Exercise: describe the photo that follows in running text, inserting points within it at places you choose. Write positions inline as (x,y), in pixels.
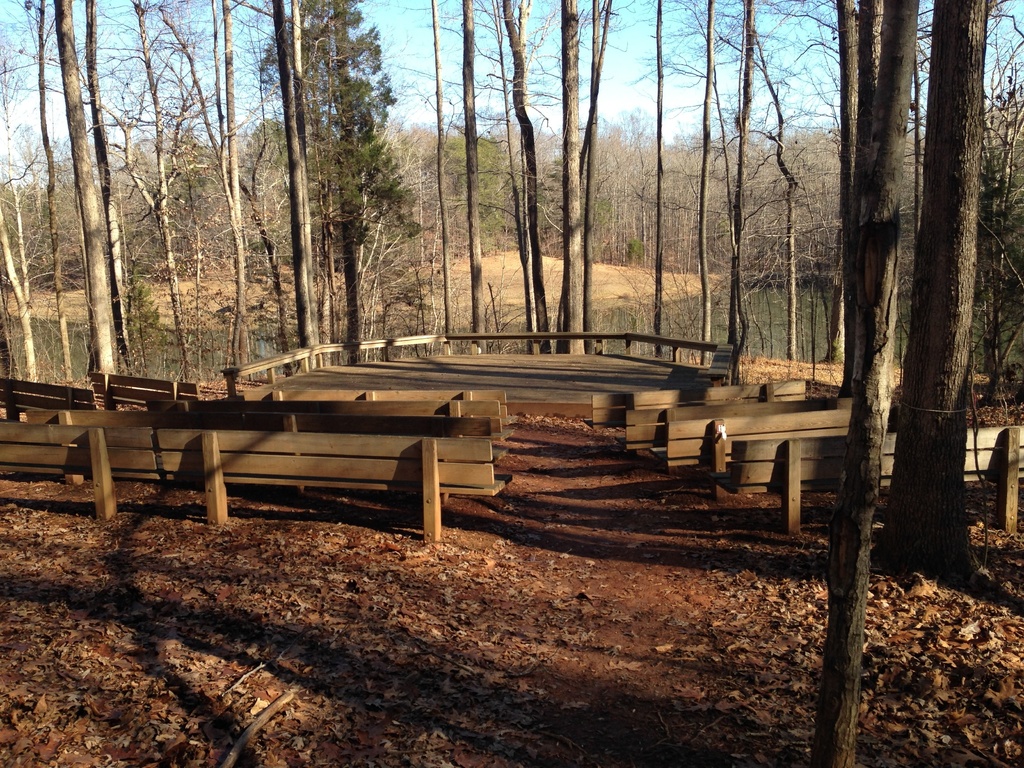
In the middle of the picture (423,410), we see wooden benches (457,395). At the bottom of the picture (340,621), we see dried leaves (250,700) and twigs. There are many trees (610,250) in the background (757,272). We see water (779,305) in the pond (763,295). At the top of the picture (129,107), we see the sky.
